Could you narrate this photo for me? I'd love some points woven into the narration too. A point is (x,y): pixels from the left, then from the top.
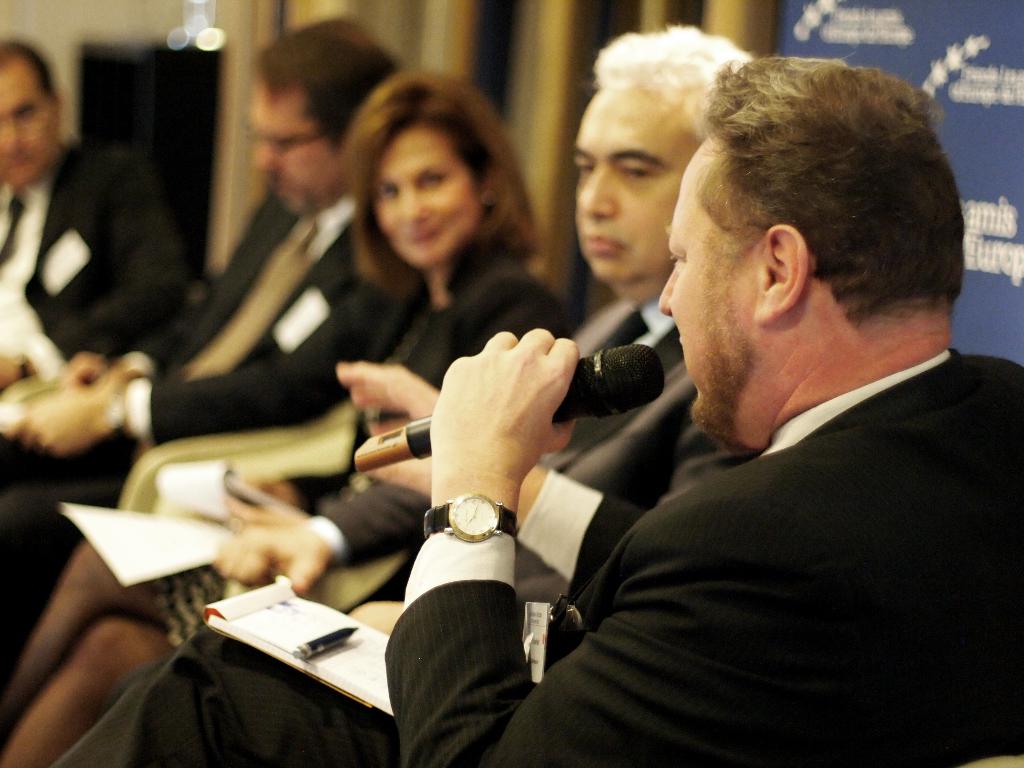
In this picture there are people (450,293) those who are sitting on the chairs (329,455), in the center of the image (425,393) and there is a person (496,412) who is sitting on the right side of the image (715,514), by holding a mic (580,407) in his hands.
